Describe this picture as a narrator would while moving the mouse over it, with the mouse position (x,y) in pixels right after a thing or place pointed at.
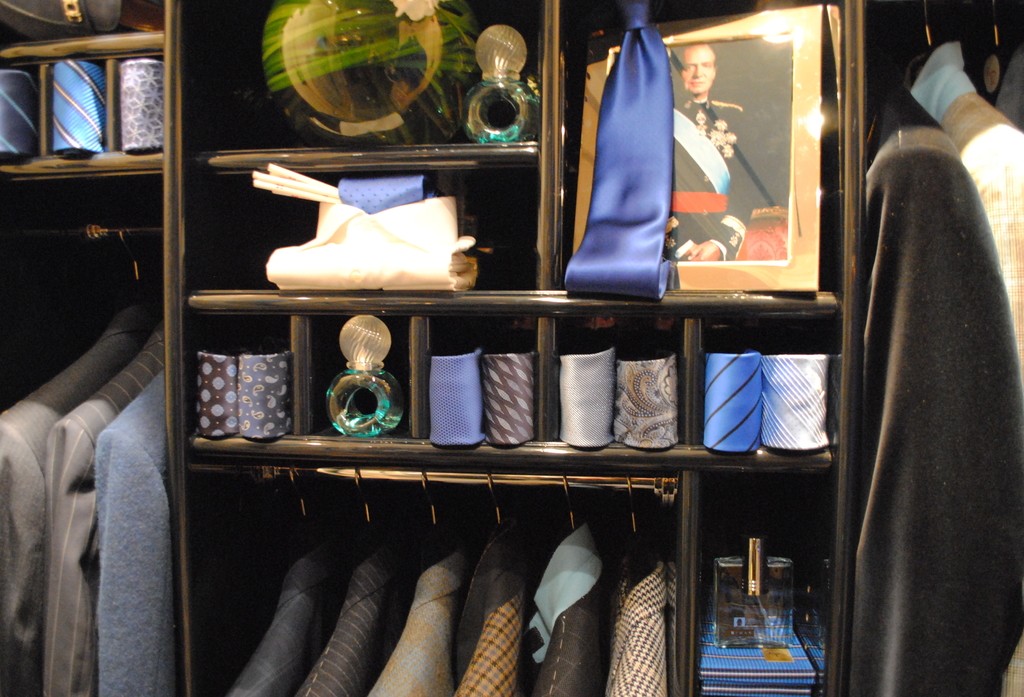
In this picture there is a rack (445,295) in the center of the image (396,384), which contains clothes (530,413) in it.
